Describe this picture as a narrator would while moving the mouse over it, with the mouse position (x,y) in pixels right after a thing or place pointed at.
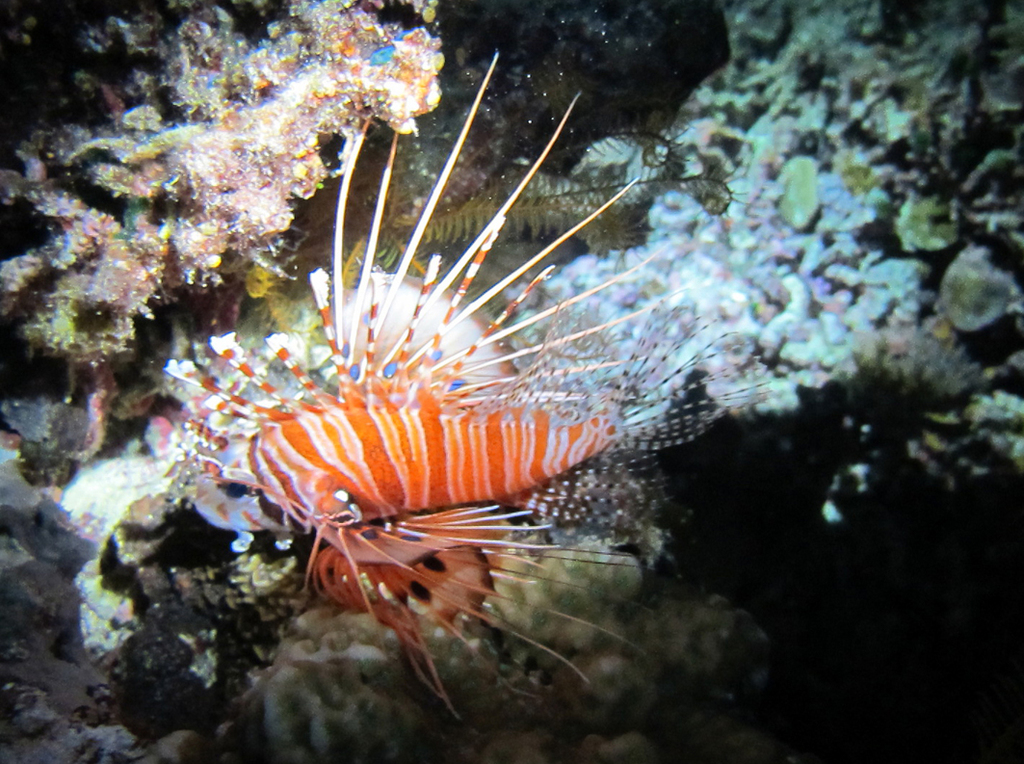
In this image, we can see sea plants (345,71). There is a lionfish (407,317) in the middle of the image (450,318).
